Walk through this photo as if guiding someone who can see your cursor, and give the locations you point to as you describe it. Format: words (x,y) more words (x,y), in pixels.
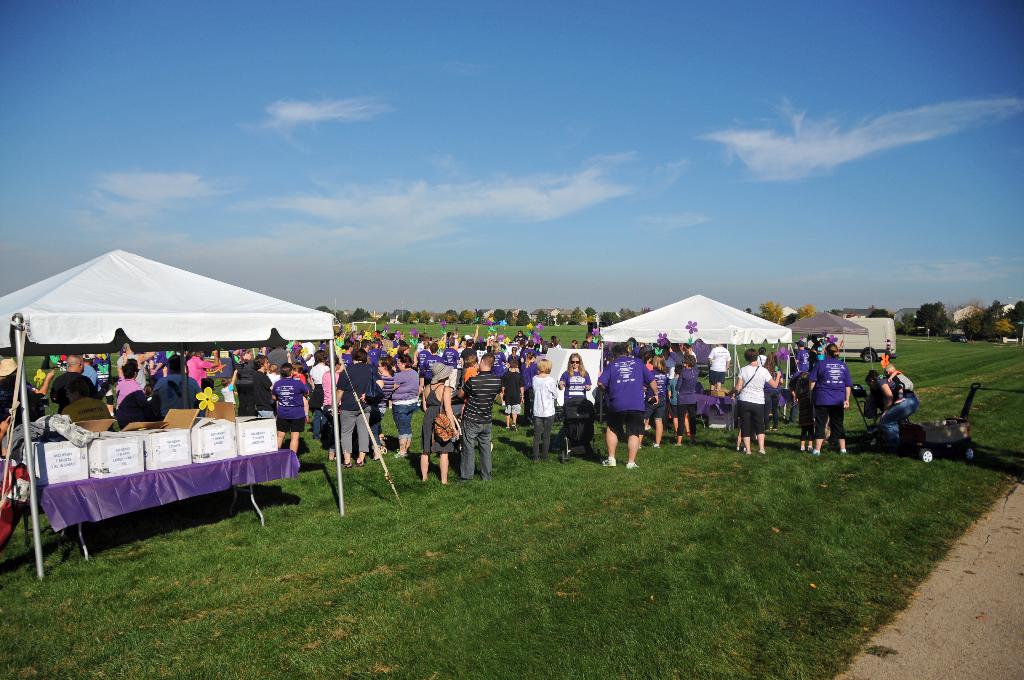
In the foreground of the picture (205,444), there are cardboard boxes (158,454) on the table (181,467) under the tent (125,309). We can also see two tents (835,328), a vehicle (895,334) on the grass (912,365) and also people (533,405) are standing on the grass (549,476). On the right (927,433), there is a cart like an object (940,431). In the background (964,317), there are houses (899,314), trees (932,310), sky (512,200) and the cloud (512,200).
